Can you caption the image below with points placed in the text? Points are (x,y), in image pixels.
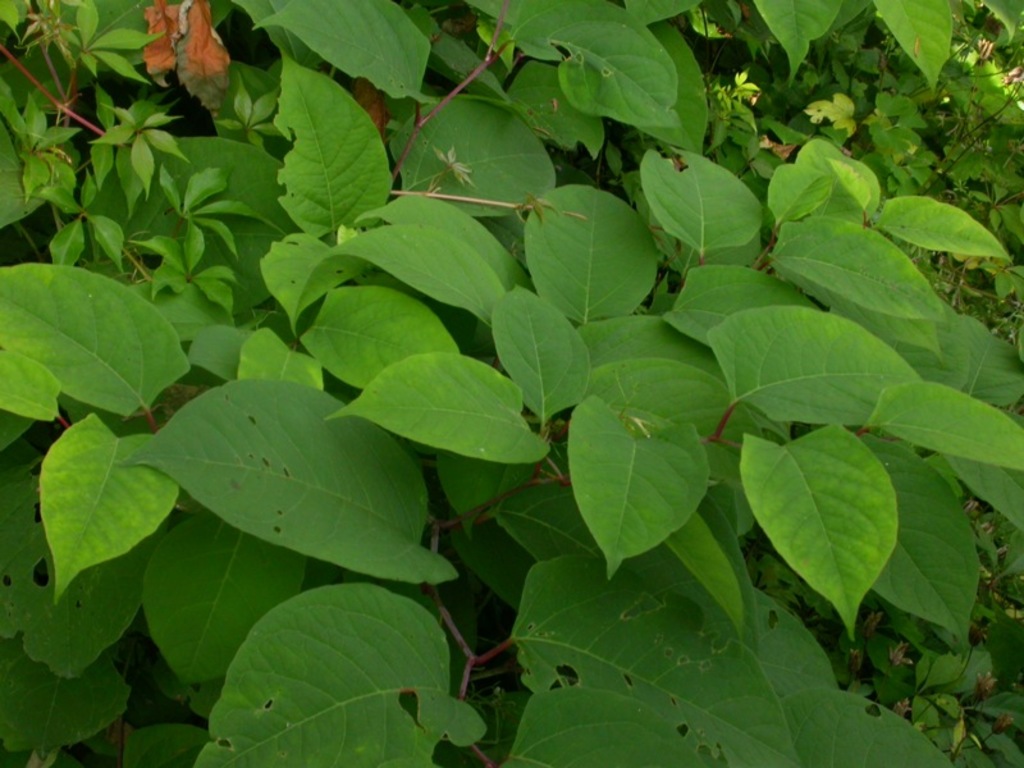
In this image I can see there are plants (483,422).
